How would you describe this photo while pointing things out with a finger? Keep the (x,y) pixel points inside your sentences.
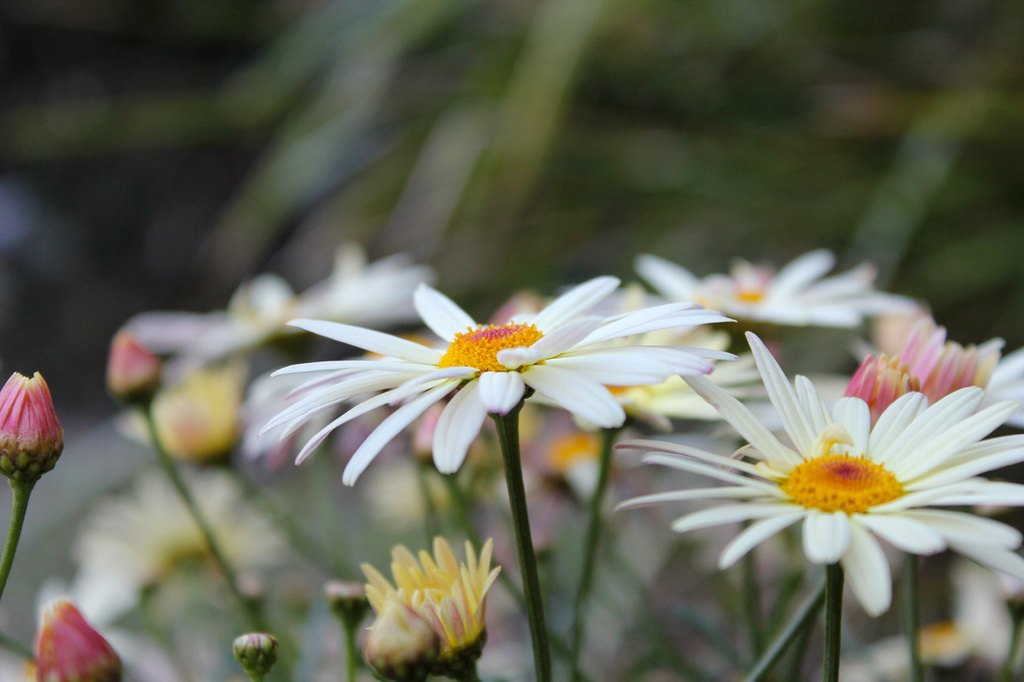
In this image there are few flowers (388,377) and buds (463,650) to the plants (455,583). Background (344,90) there are few plants (720,54).
